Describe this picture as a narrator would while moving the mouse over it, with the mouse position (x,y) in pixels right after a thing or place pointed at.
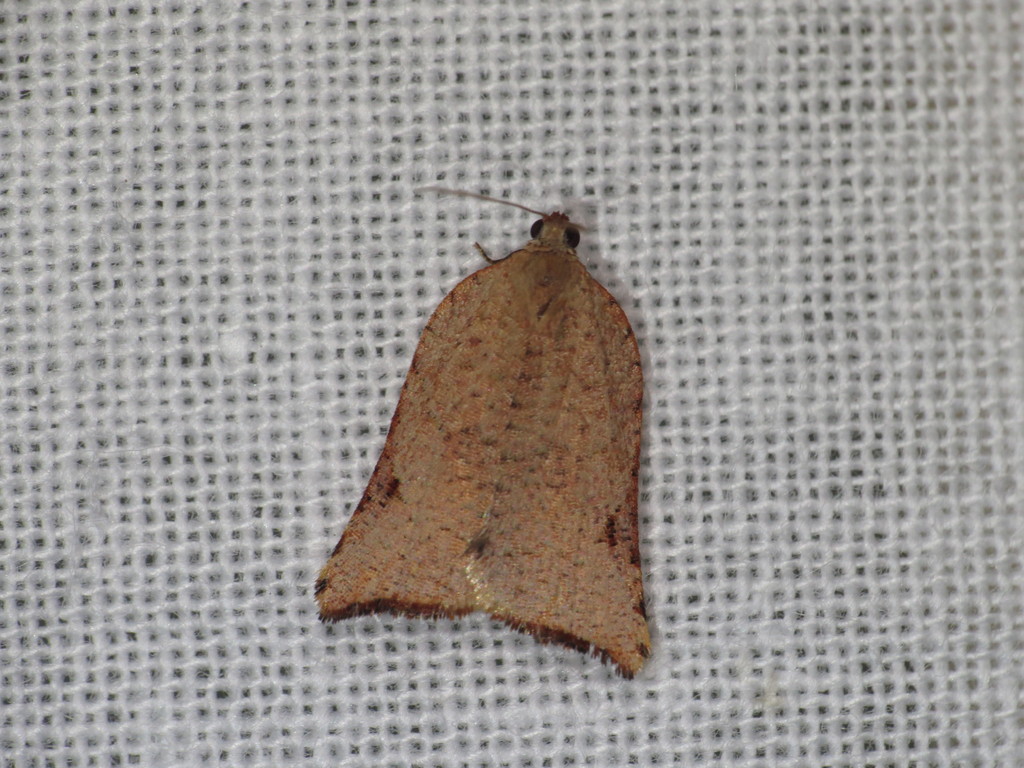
In the center of the image (526,362), we can see a moth (525,406) on the net (770,406).
